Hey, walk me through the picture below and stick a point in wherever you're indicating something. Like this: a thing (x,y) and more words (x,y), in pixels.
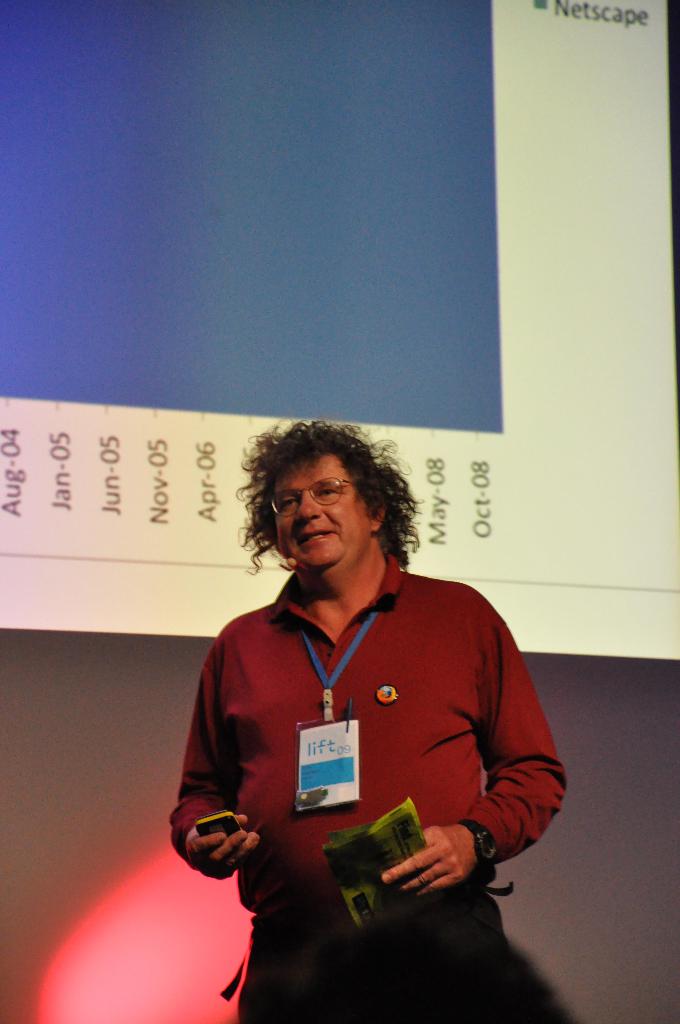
In the center of the image (306,597) there is a person (434,733) wearing ID cards (301,782) standing on the floor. In the background (42,135) there is screen (220,177). At the bottom (447,961) there is a person's head (472,997).
